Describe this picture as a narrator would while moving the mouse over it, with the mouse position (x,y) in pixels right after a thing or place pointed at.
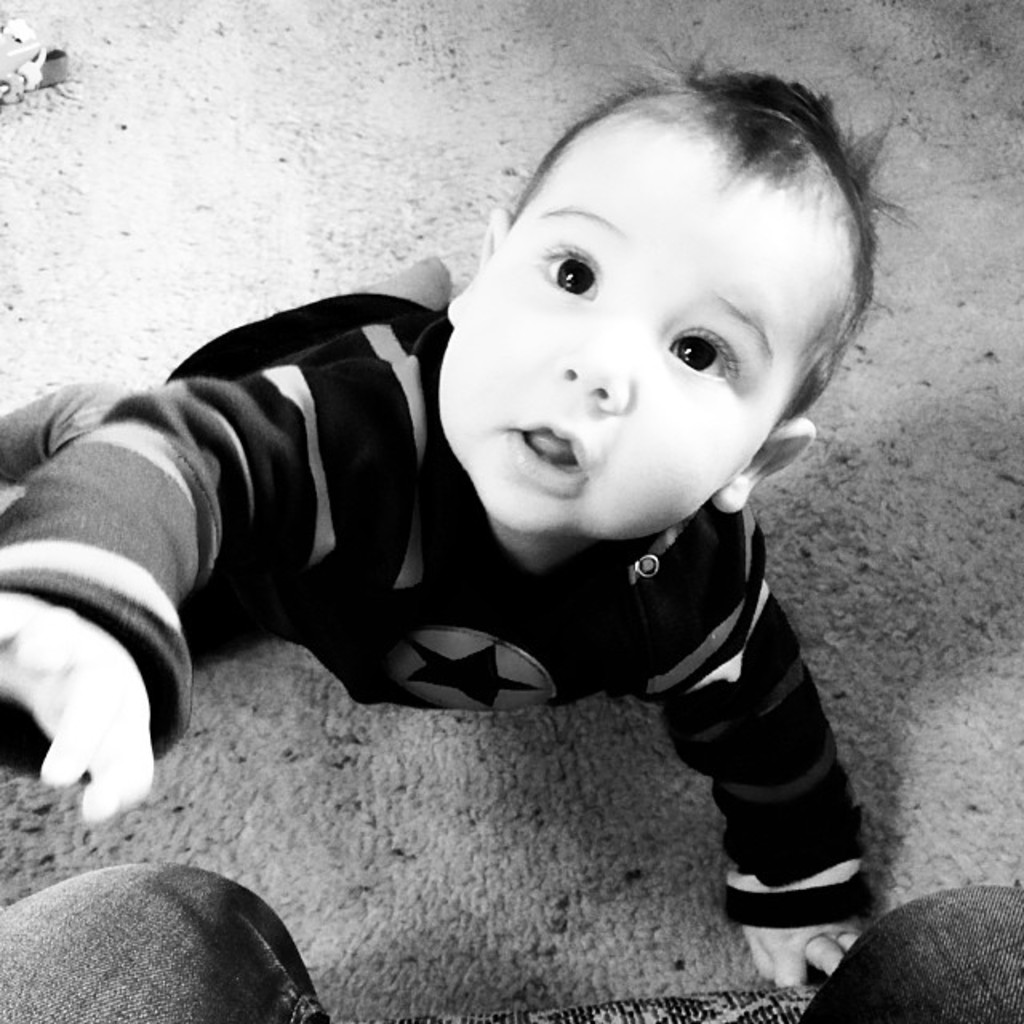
This is a black and white image in this image there is a baby (429,412) on a ground (653,757) and there is a person (863,996) sitting on a chair (802,996).
